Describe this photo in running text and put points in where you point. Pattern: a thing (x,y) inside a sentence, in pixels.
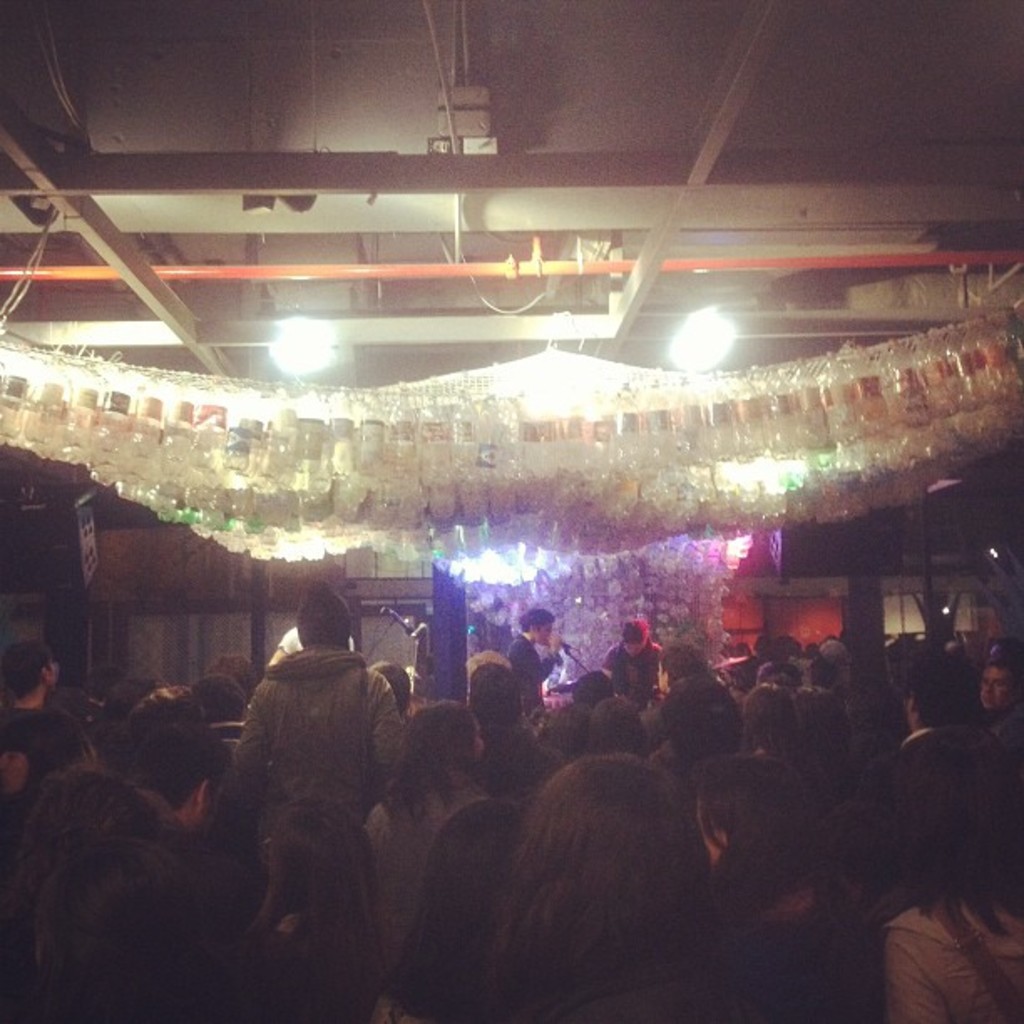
In this image I can see number of people (534,717) are standing. In the background (592,626) I can see decorations (578,542), few lights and a mic (384,611). I can also see an orange colour pipe (494,261) on the ceiling (920,246).
